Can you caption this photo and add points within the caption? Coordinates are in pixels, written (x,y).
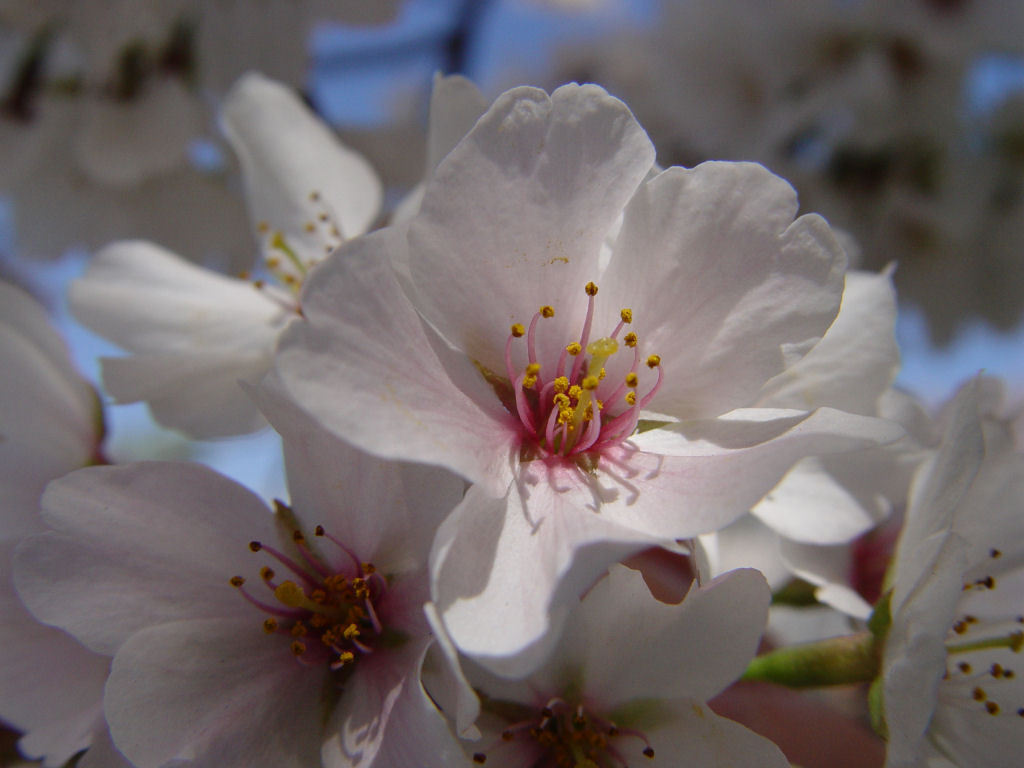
In this image there are some flowers (573,496) as we can see at bottom of this image (519,659).
